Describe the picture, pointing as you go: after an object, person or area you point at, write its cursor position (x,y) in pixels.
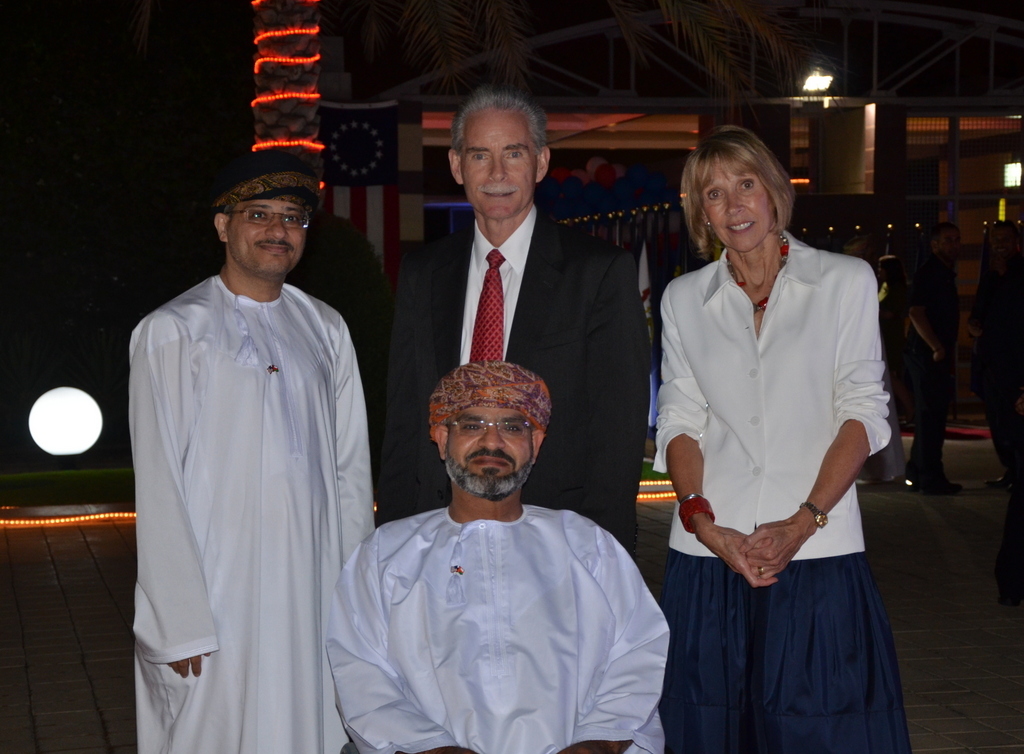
Here in this picture, in the front (499,466) we can see a man (479,589) sitting over a place and behind him we can see three other people (556,320) standing and we can see all of them are smiling and two of them are wearing spectacles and behind them we can see a store (863,144) present and we can also see lights (32,409) present over there and we can see a tree (270,88) decorated with lights (269,34) and we can also see other people (1008,234) standing in the far.
